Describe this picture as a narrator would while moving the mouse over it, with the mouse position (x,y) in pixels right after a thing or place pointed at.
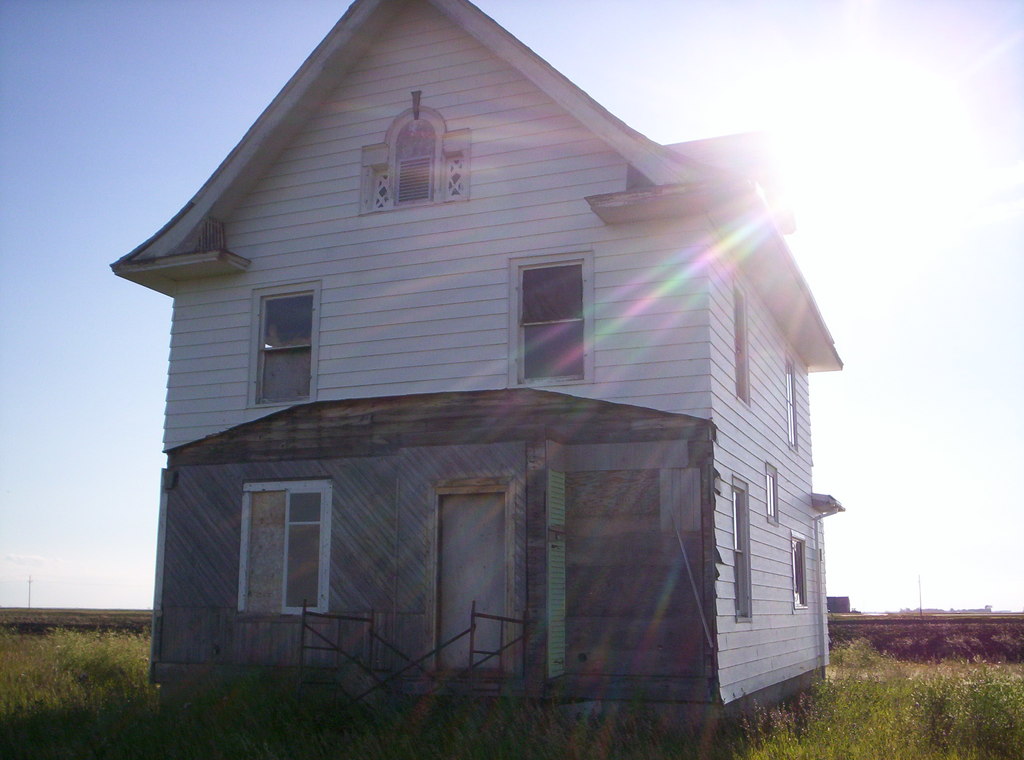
In the center of the image (470,404), we can see a house (619,501) and in the background (686,89), we can see sunlight (852,128). At the bottom (428,719), there is ground (920,682) covered with grass (826,712) and we can see some poles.
